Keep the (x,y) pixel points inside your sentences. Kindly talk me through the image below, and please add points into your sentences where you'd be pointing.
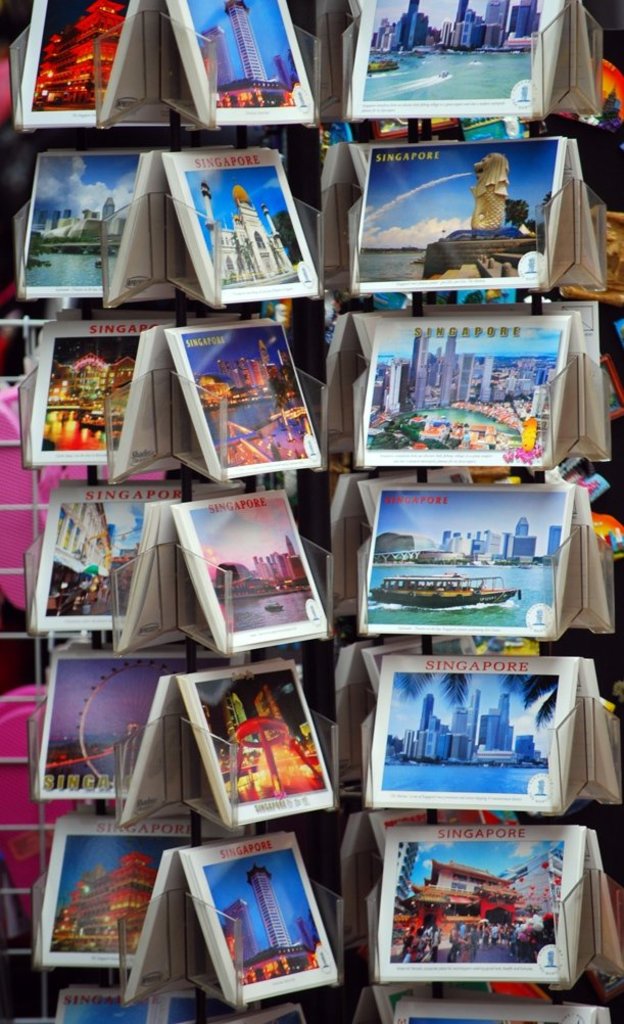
In this picture we can see postcards (134,893) on a stand (542,308) and on these postcards (240,117) we can see buildings (523,553), water (531,591), boats (448,596), some people (461,955) and in the background (453,301) we can see some objects (621,264).
